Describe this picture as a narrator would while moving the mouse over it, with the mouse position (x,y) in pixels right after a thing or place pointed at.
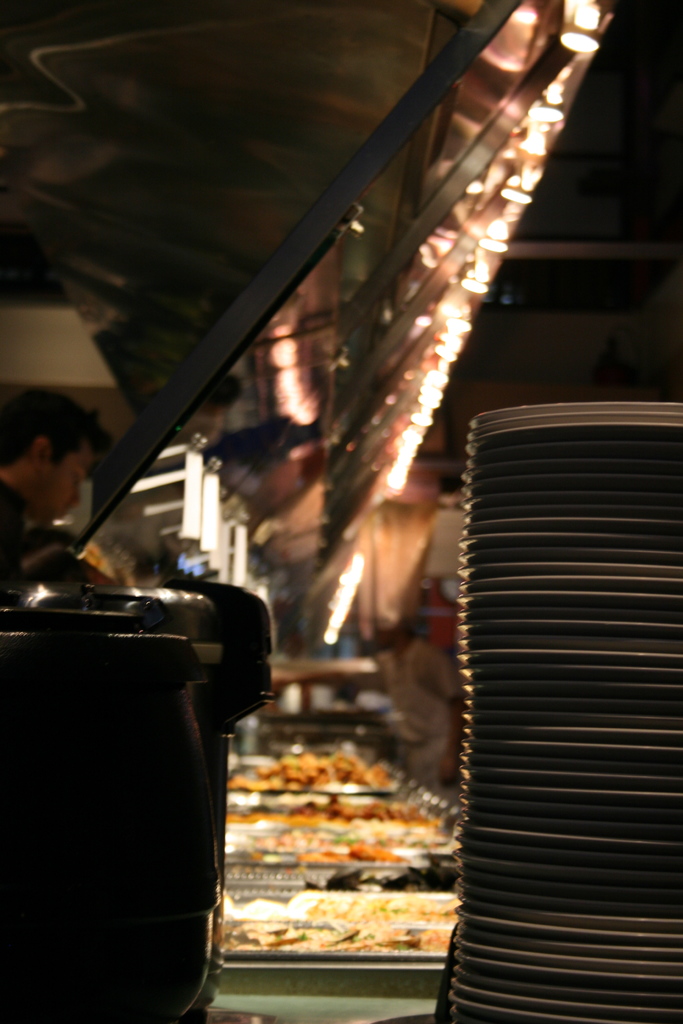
In this image we can see some food items (298,826) in the trays (306,923), there are plates (547,662), beside plates (523,667) there is an object (178,589), there are a few people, also we can see the lights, and the shed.
